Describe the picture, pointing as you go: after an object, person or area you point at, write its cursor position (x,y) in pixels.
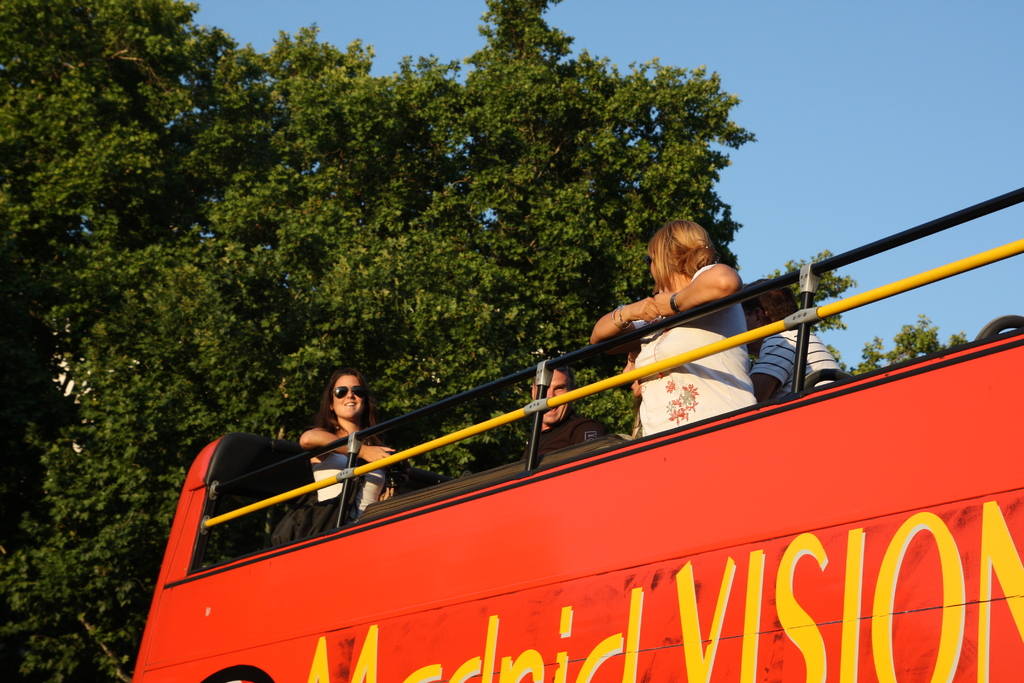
In this picture we can see a few people (692,332) in a vehicle (189,624). There are a few trees (305,115) visible in the background (673,207). Sky (823,117) is blue in color.
